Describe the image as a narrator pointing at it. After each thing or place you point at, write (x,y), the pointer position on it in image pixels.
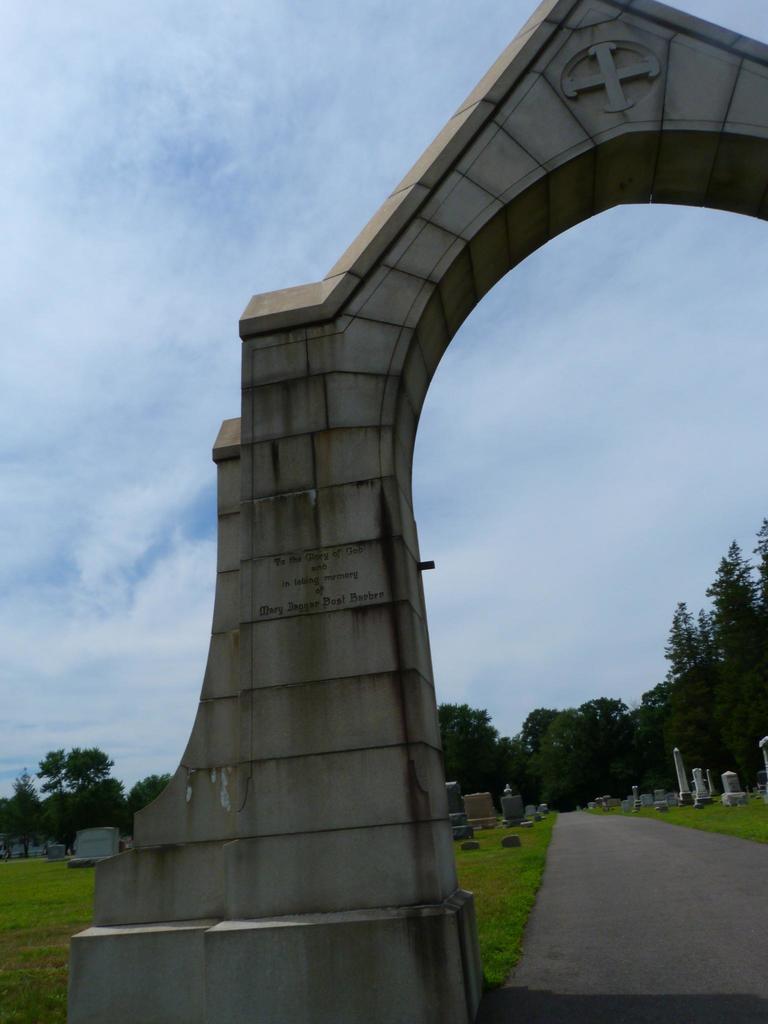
In this image there is an arch (343,854). In the background (519,818) there are monuments (506,817) on the grass (44,902). There are also many trees (583,716). At the top (256,187) there is a sky (196,215) with clouds (104,599). There is also road (613,913) in the right.
